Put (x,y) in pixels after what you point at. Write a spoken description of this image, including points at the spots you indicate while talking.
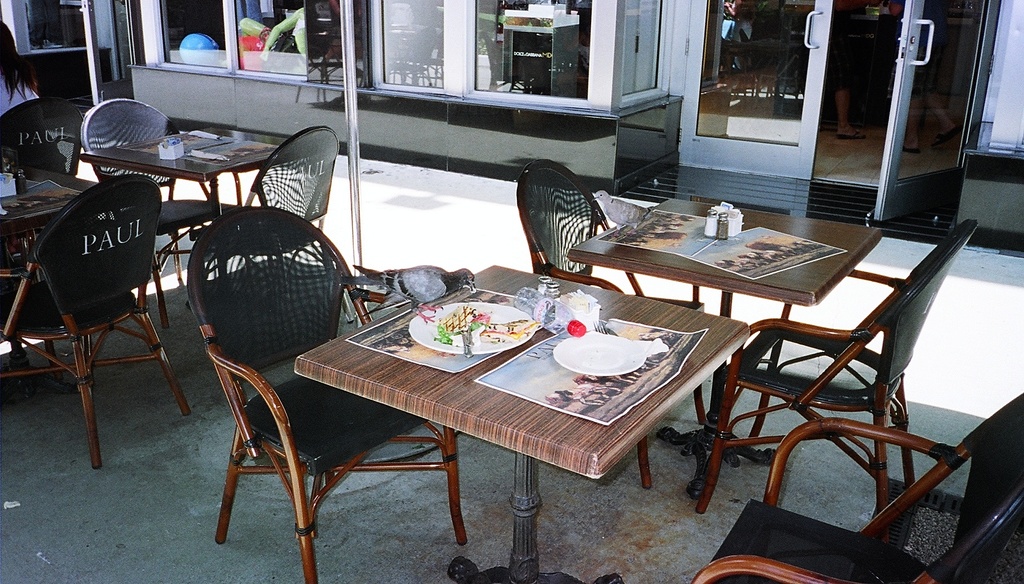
In the foreground of the image (449,292) we can see a bird (432,294) beside the plate (420,335) containing food (447,322) placed on the table (426,395). In the background (568,213), we can see a group of chairs (541,229) placed on the floor (336,199), group of windows (379,71), poles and doors (906,85).
